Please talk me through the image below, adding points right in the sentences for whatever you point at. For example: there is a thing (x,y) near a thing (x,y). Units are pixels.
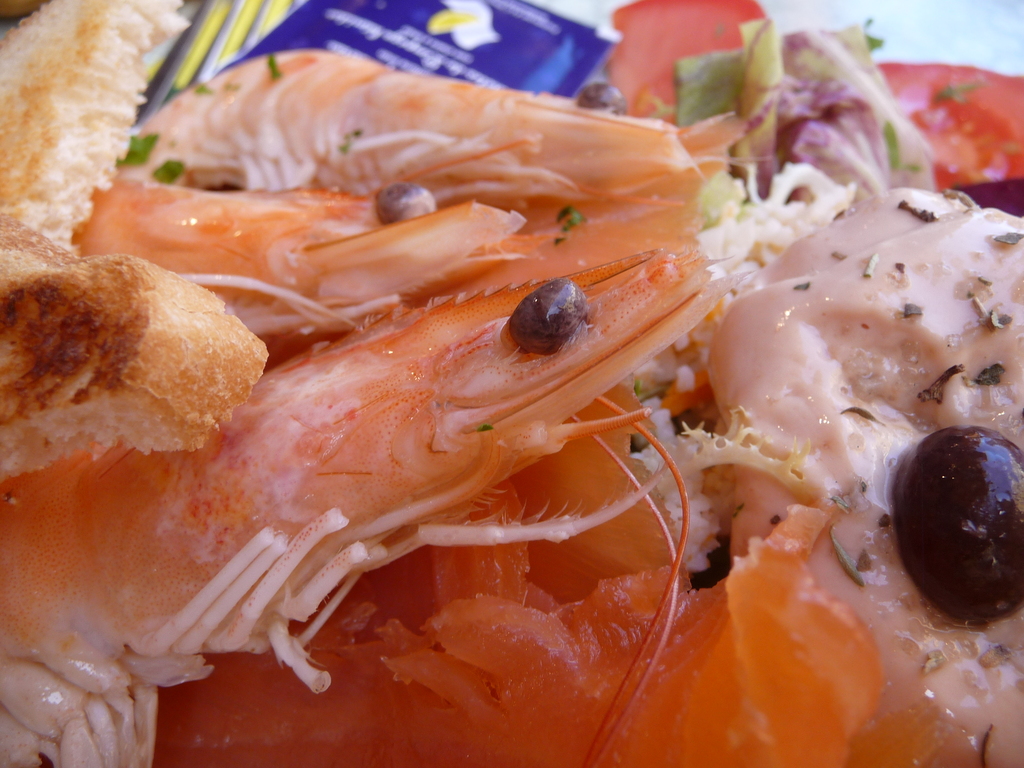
There are prawns (463,339) and other items (658,547) in the foreground area of the image (426,461).
